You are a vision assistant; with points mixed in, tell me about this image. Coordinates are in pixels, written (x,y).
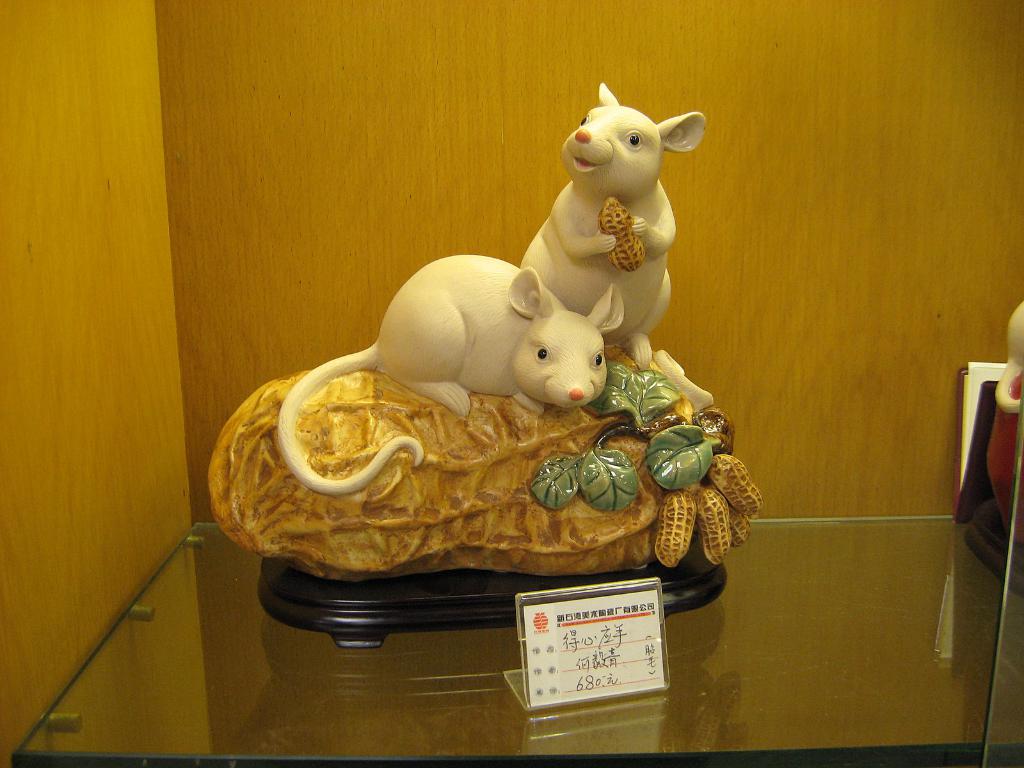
In this picture we can see a statue (355,354), board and some objects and these all are on the glass shelf (823,603) and in the background (858,508) we can see a wooden wall (303,321).
